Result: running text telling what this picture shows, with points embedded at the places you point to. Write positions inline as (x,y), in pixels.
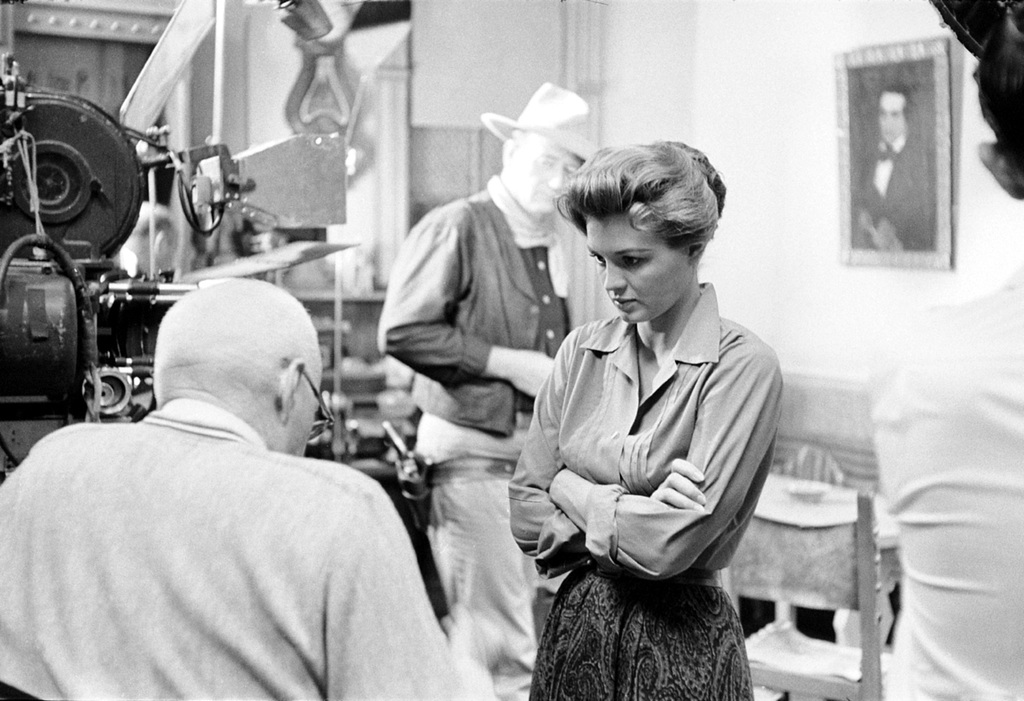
A beautiful woman (681,309) is standing, in the left side (308,569) an old man (258,433) is there, he wore spectacles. In the middle (417,302) a man (439,386) is standing he wore a hat (541,134), in the right side (924,47) there is a photo frame (912,125) in the wall (980,131).
